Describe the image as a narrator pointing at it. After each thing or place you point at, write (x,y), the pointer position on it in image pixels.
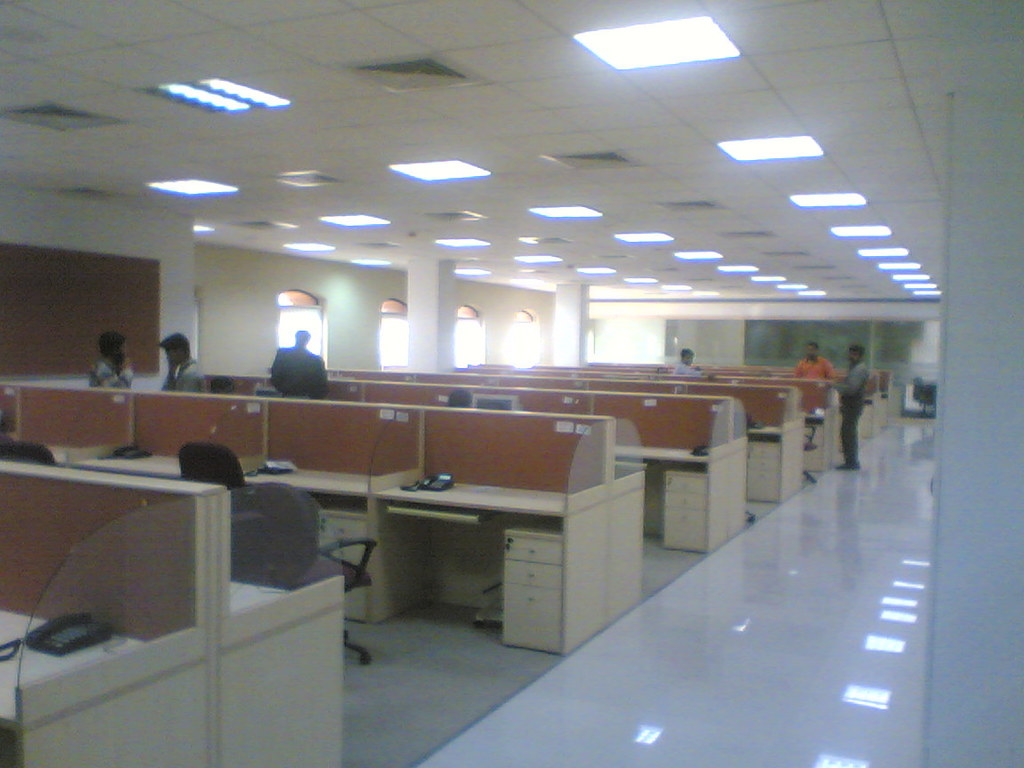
This picture is taken inside the room (875,562). In this image, on the right side (1016,474), we can see a pillar (1016,474). On the left side (327,481), we can see a group of people (856,394), table (378,506), chairs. On the table (351,493), we can see landline mobile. In the background (404,330), we can see window (389,330), board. At the top (556,16), we can see a roof (564,132) with few lights (559,207).
